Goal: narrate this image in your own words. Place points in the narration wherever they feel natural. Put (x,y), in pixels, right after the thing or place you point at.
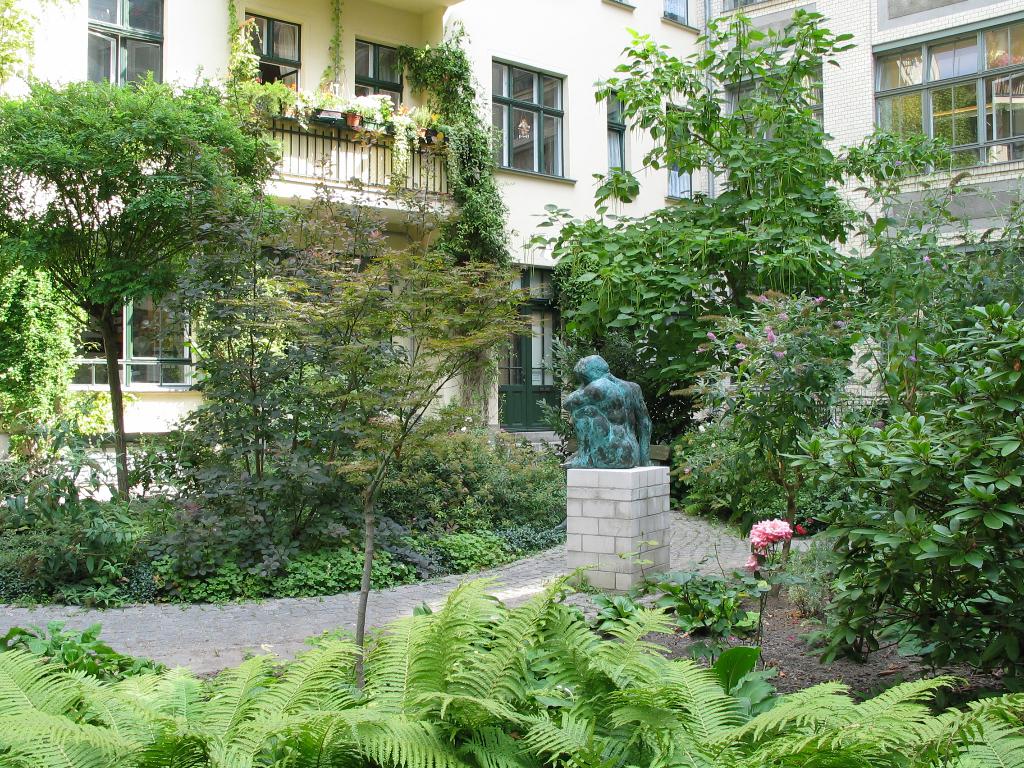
Here we can see a statue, plants (646,612), flowers (753,572), and trees (371,265). In the background (309,4) there is a building (643,193).
